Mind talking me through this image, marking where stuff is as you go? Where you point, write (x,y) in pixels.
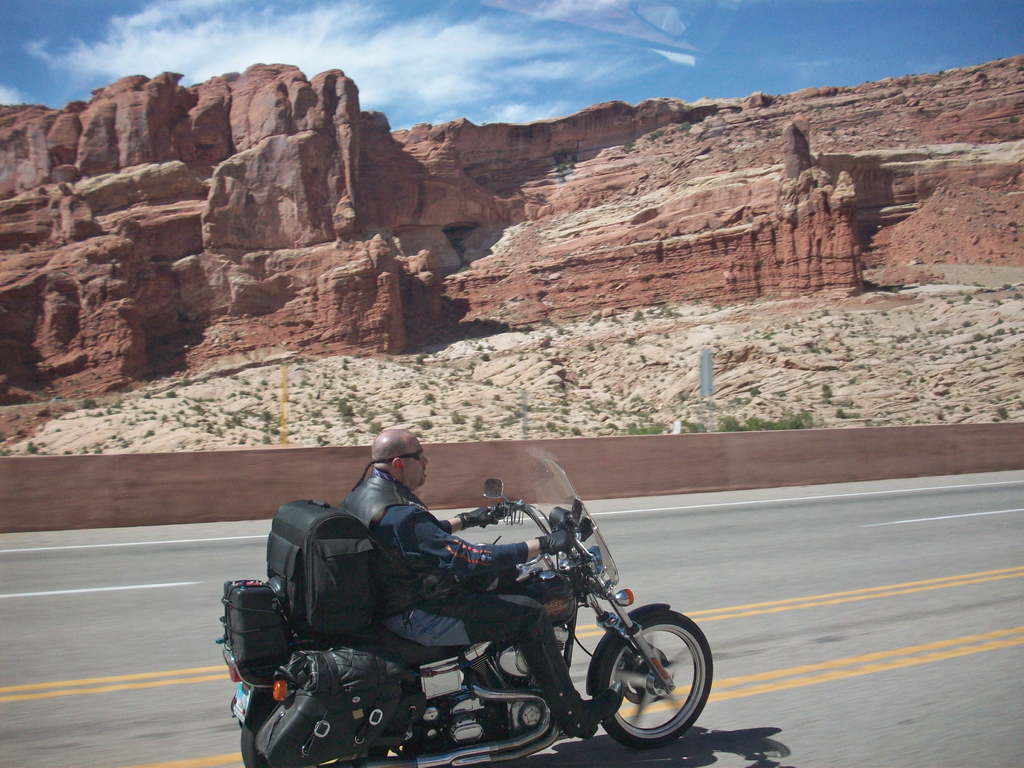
In this image, There is a road (830,641) which is in gray color, In the middle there is a man (447,618) riding a bike (582,597) and he is carrying a bag (352,595) which is in black color, In the background (198,291) there are some mountains (251,226) which are in brown color and there is sand (557,404) in white color and there is sky (331,24) which is in blue color.
